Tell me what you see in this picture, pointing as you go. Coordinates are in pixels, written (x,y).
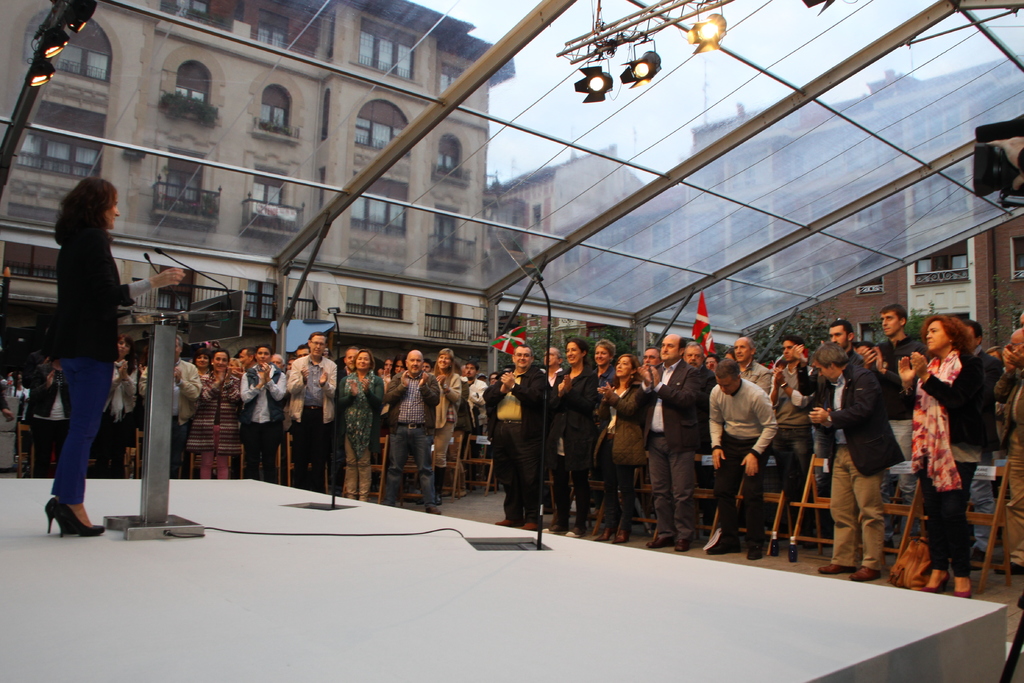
In this image I can see a group of people (676,434) are standing. Here I can see a woman (86,352) is standing on the stage (101,543). The woman (101,360) is standing in front of a podium (173,324). On the podium (151,319) I can see microphones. In the background (194,292) I can see buildings (431,169), stage lights (634,67), framed glass wall (617,160) and the sky (571,99).
